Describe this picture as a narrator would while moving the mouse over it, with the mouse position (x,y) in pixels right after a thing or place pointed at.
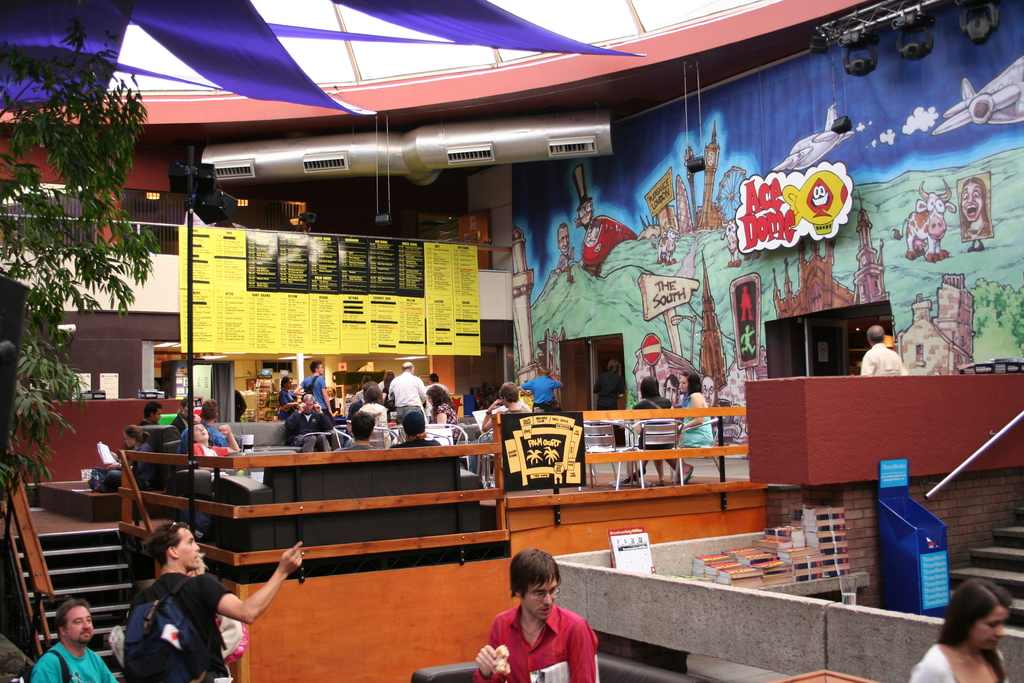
In this image we can see trees (42,300), we can see steps (95,545) on the left side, on the right (697,584) we can see the concrete bench (666,584) and some objects (841,525) on it, after that we can see an object (899,546), near that we can see the brick wall (946,501), at the bottom (527,646) we can see few people (551,654) and the sofa (425,668), in the middle (651,408) we can see few people (701,433) sitting, we can see few chairs (664,430) and some written text (258,320) on the board (356,321), at the top (523,59) we can see the ceiling (538,55) and metal object (387,151), after that we can see the wall (919,179) with the painting (812,255), near that we can see lights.
